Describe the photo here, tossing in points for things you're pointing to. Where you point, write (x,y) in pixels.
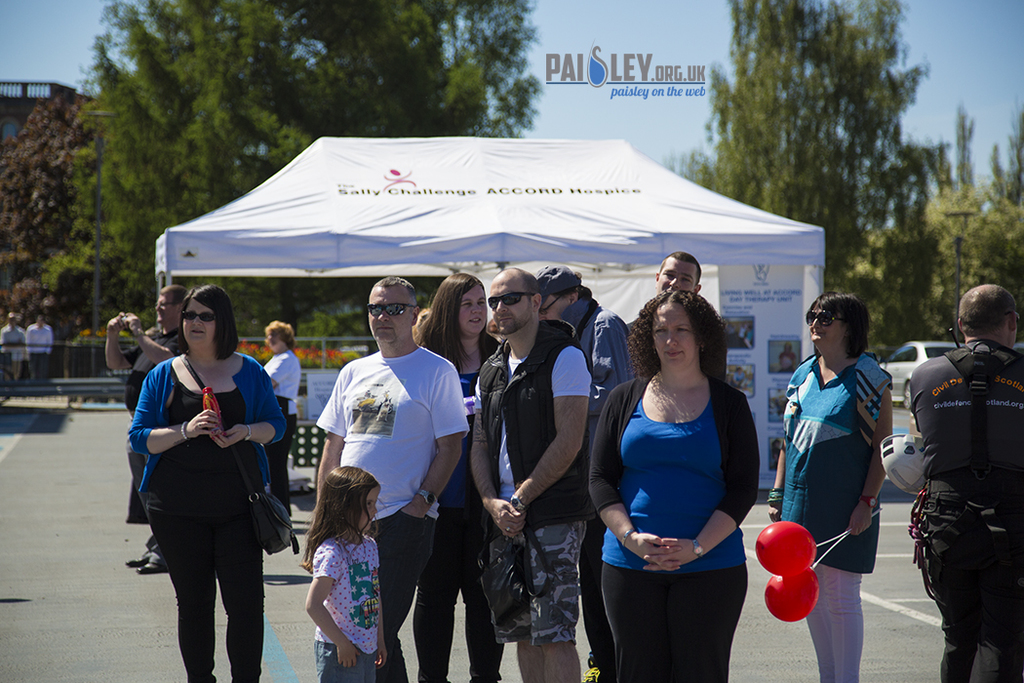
In this image few persons (176,537) are standing on the road (110,604). Behind them there is a tent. Few persons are standing behind the fence (38,365). A woman (177,417) wearing a blue jacket (161,404) is holding a bottle (214,403) in her hand (207,416) and she is carrying a bag (273,522). A woman (822,465) wearing a blue dress (837,469) is holding balloons (805,536) in her hand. Beside there is a person (974,433) wearing a black shirt (961,432) is having helmet (900,439). Behind there is a car (908,368) on the road (900,424). Background (84,249) there are few trees (30,216). Left top there is a building (15,113). Top of image (656,19) there is sky (639,24).
